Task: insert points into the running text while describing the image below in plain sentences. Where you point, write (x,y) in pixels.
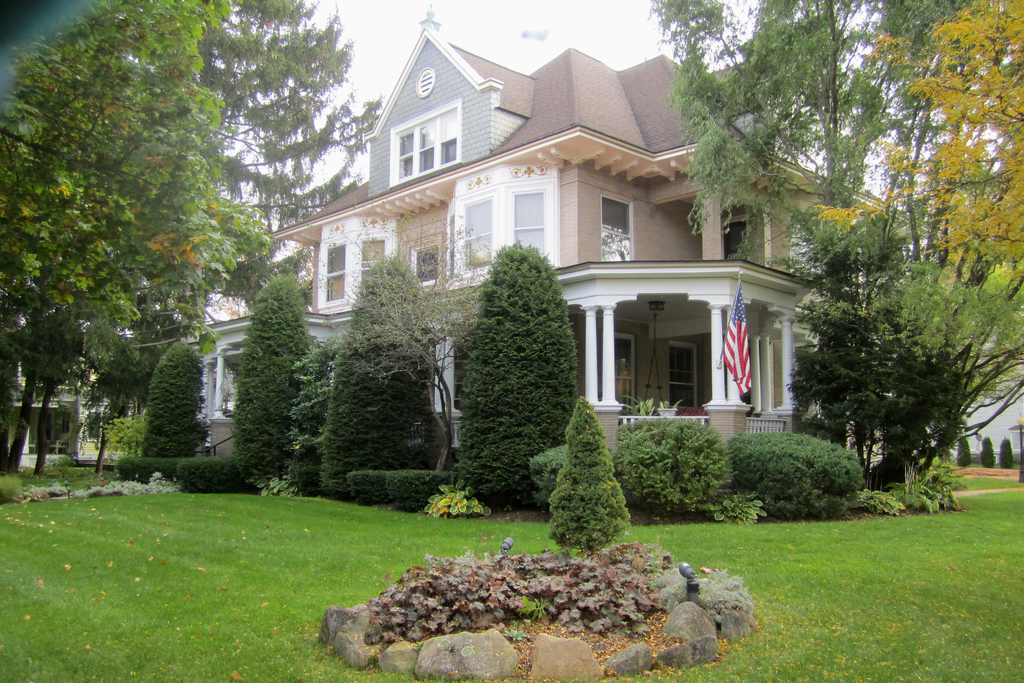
In this picture, we can see a building (706,357) with doors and windows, we can see some trees (513,499), plants (510,594), stones (729,616) on the ground (308,542) covered with grass (214,579) and we can see the sky (374,39).
